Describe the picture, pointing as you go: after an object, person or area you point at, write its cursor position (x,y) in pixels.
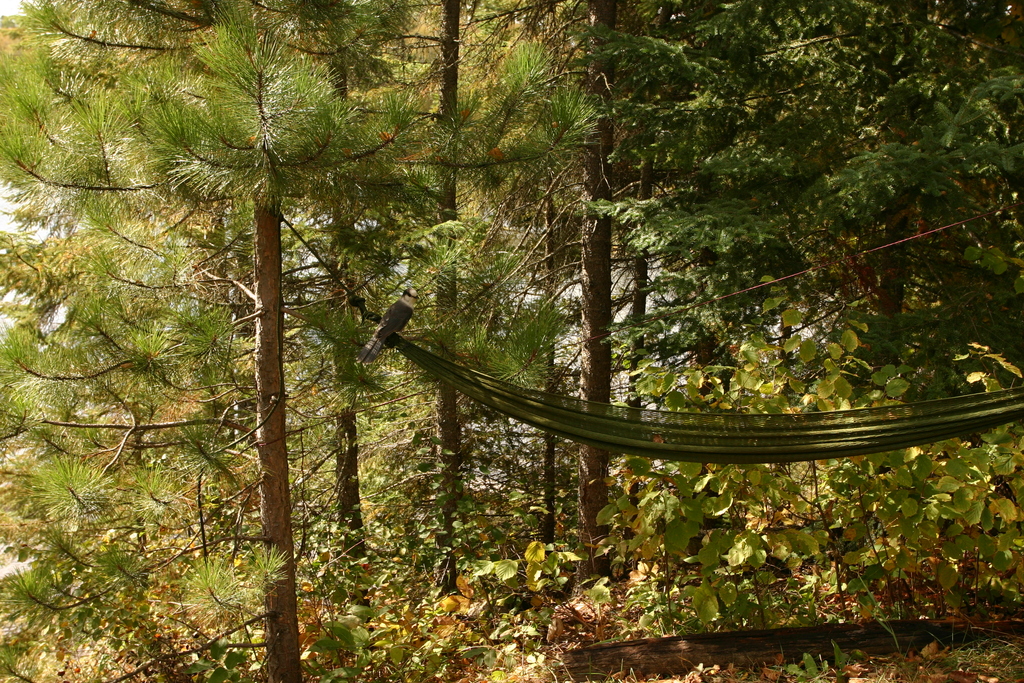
In this picture we can see a cloth (434,361) made as a swing (747,425), wooden log (725,638), ropes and in the background (343,300) we can see trees (555,269).
